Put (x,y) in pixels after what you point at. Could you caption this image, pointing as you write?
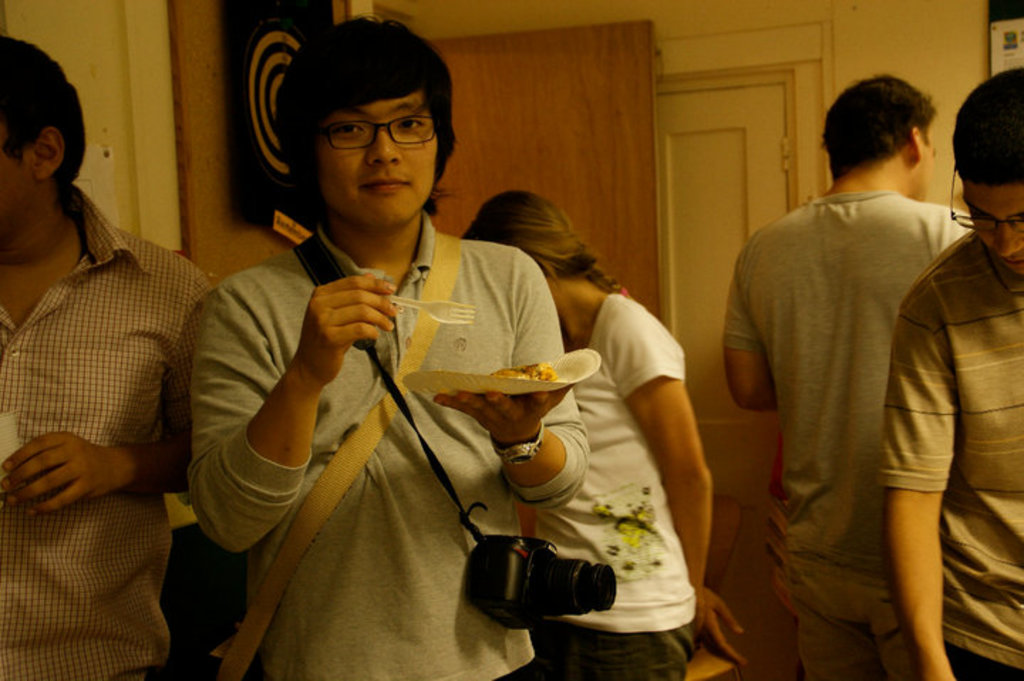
The man (469,303) in front of the picture wearing the bag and the camera (499,547) is standing. He is holding a plate (565,365) containing food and fork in his hands (333,290). He is smiling. Behind him, we see four people (785,412) standing. In the background (519,171), we see a wooden door (584,124), a white door (698,110) and a wall (859,26) in white color. On the left side (267,23), we see a white wall (164,152) and an object (243,180) in black color is placed on the wall (90,138).
